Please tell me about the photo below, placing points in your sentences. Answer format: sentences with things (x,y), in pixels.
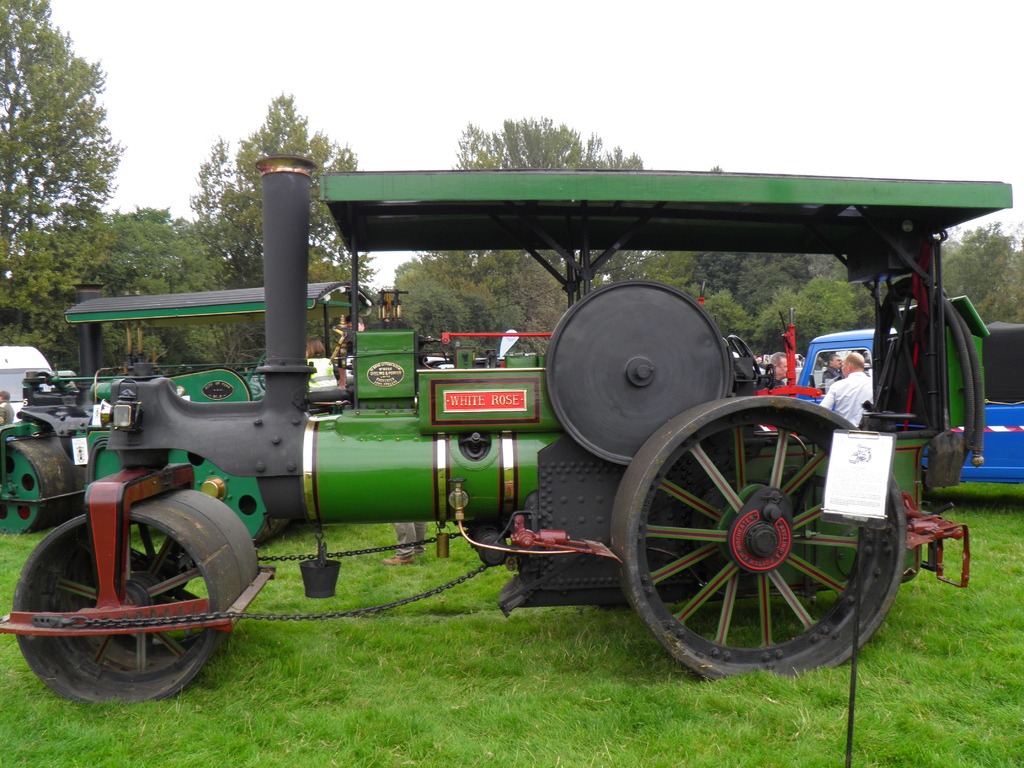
In this picture we can see a road roller (449,432) here, at the bottom (386,596) there is grass (481,648), we can see a person (862,395) standing here, in the background (780,351) there are some trees (143,253), we can see the sky (474,70) at the top of the picture (485,33).
